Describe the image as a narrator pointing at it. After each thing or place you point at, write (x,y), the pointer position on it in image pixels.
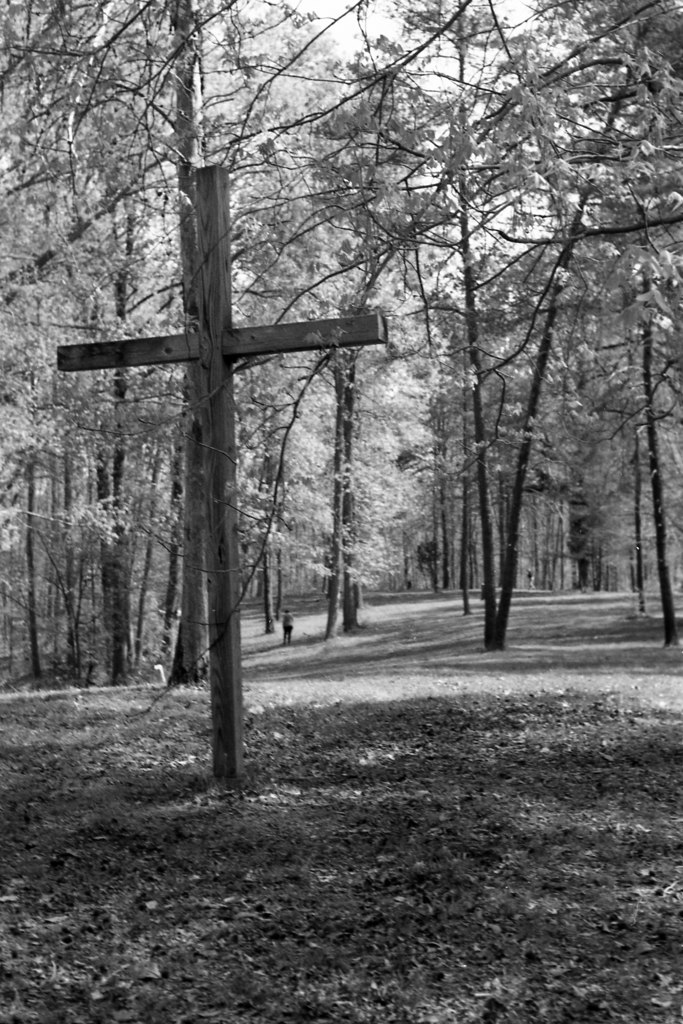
In this image we can see some trees (346,472) and dry leaves (281,708) on the ground (302,634), also we can see a cross symbol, person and the sky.
